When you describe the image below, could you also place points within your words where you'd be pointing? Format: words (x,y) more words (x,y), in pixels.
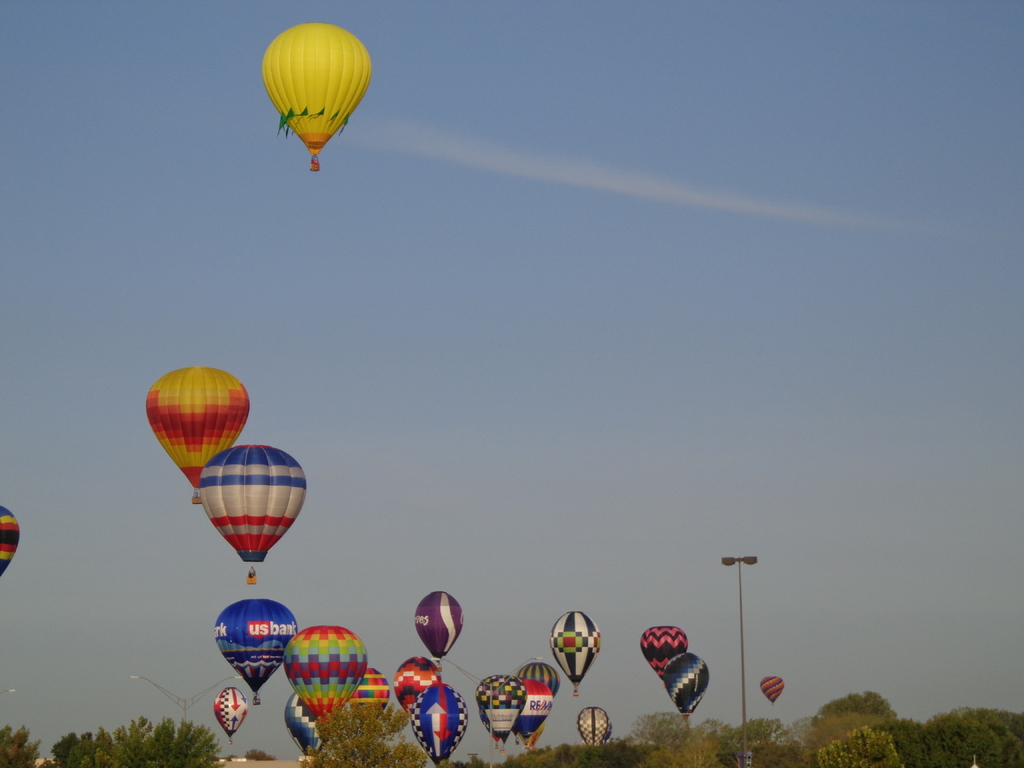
In the image we can see there are air balloons (273,645) flying in the sky (401,81) and there are lot of trees (323,752).
